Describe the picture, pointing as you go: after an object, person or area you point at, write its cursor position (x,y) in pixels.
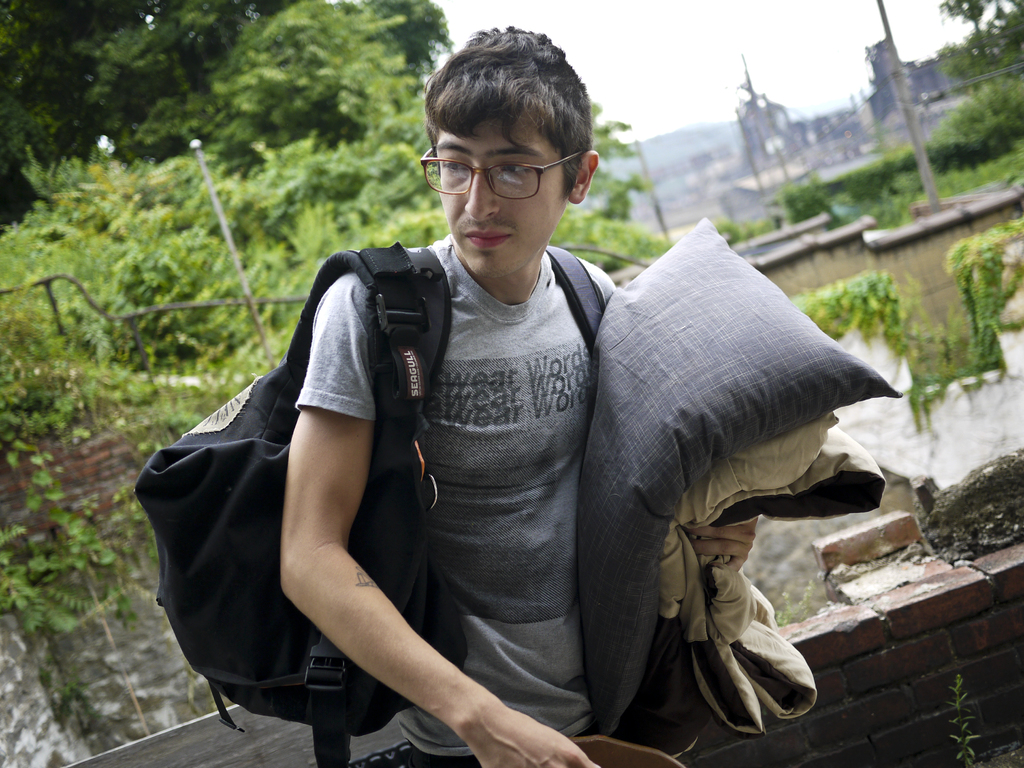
In this image, we can see a person (475,437) is holding some clothes (746,480) and pillow (648,397). He is wearing a backpack (385,481) and glasses (450,170). At the bottom (946,702), we can see brick wall (895,681), plant (972,737). Background (919,304) there are so many trees (22,332), poles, walls (847,270), rods (236,254) we can see. Top of the image (699,70), there is a sky (641,83).
